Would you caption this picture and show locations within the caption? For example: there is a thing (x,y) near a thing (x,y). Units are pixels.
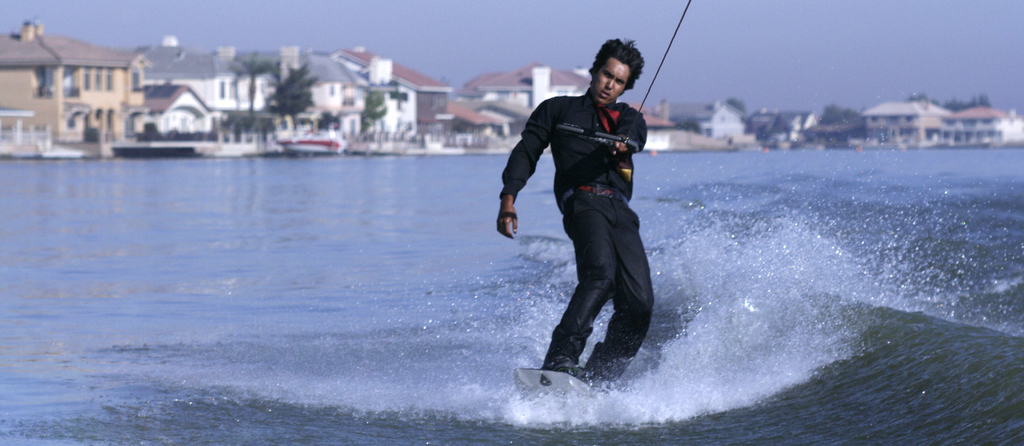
In the middle of the image (677,259) a man (621,350) is doing wakeboarding on water (437,158). Behind him there are some buildings (402,101) and trees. Top of the image (884,41) there is sky (869,40).
